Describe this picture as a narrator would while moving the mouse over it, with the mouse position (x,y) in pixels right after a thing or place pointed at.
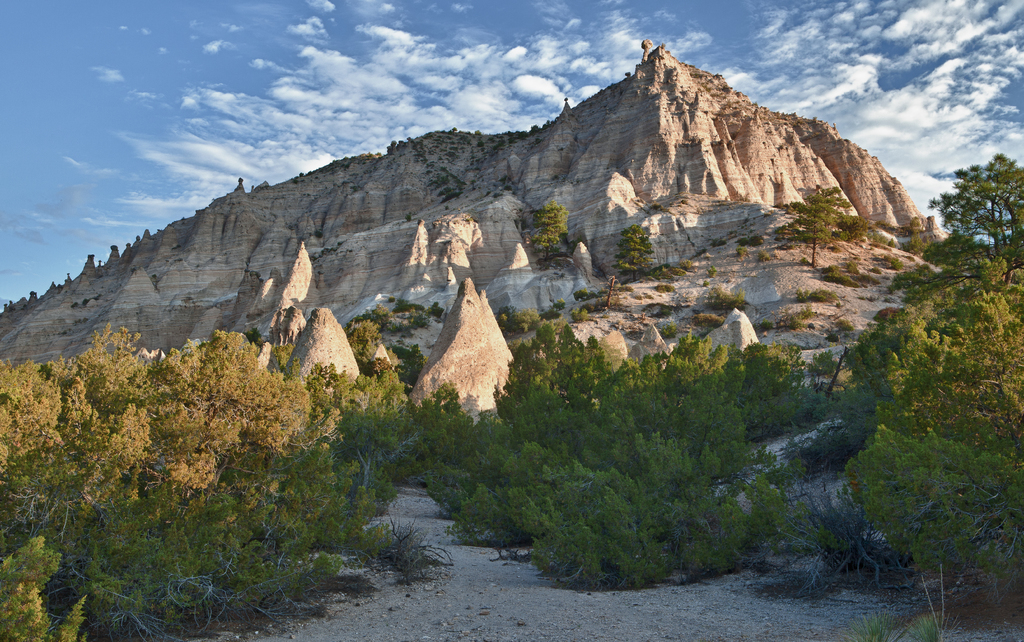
In this image, we can see some green plants (757,524). We can also see mountains (847,187) and sky (855,68) with some clouds (924,129).
